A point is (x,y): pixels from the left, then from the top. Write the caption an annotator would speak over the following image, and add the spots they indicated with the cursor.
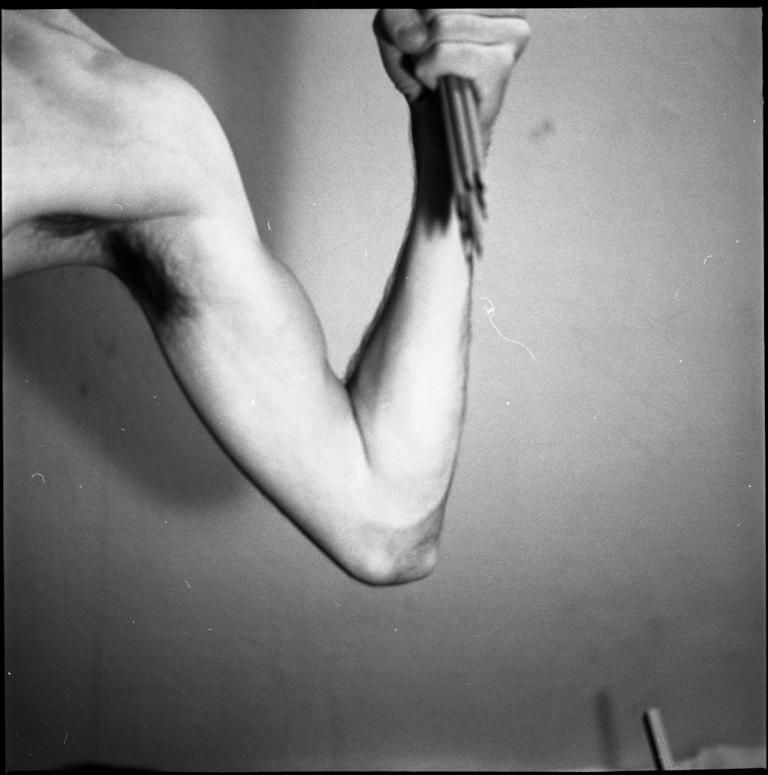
In this picture we can see a person's hand (388,337), in the background (578,352) there is a wall (589,318).
